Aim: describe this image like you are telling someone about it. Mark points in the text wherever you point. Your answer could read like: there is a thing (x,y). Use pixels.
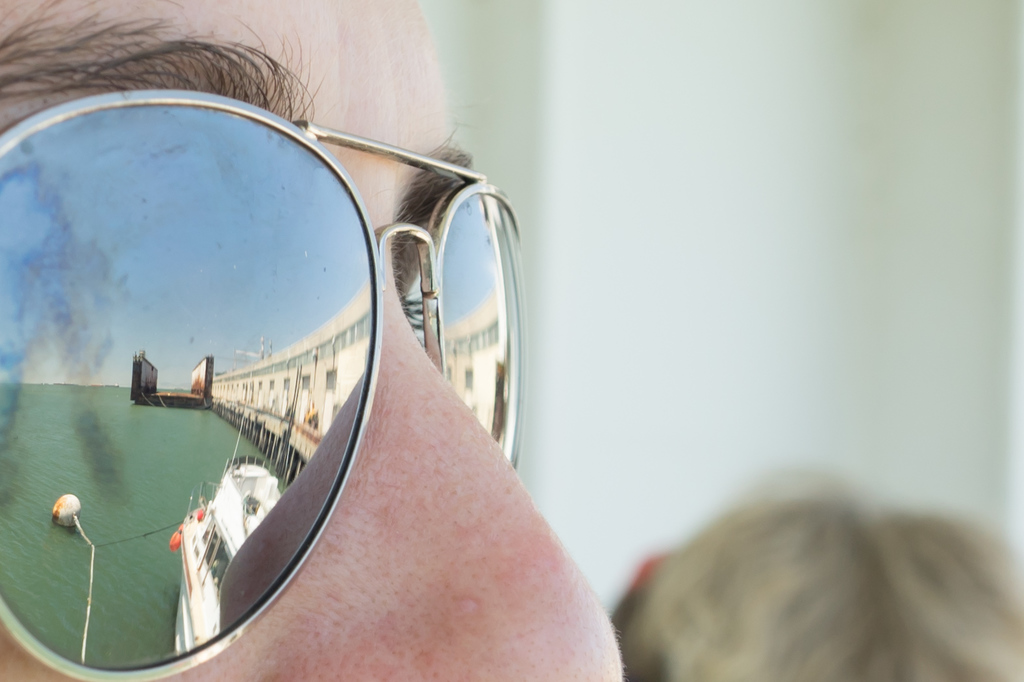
On the left side of this image (134,275) I can see a persons face (227,80) who wearing goggles (240,387) and looking at the right side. In the glass (191,413), I can see a building (254,411), a ship (199,564) on the water (131,530) and also I can see the sky (254,254). The background (900,178) is blurred. At the bottom (735,654) it seems to be a person's head (810,621).
